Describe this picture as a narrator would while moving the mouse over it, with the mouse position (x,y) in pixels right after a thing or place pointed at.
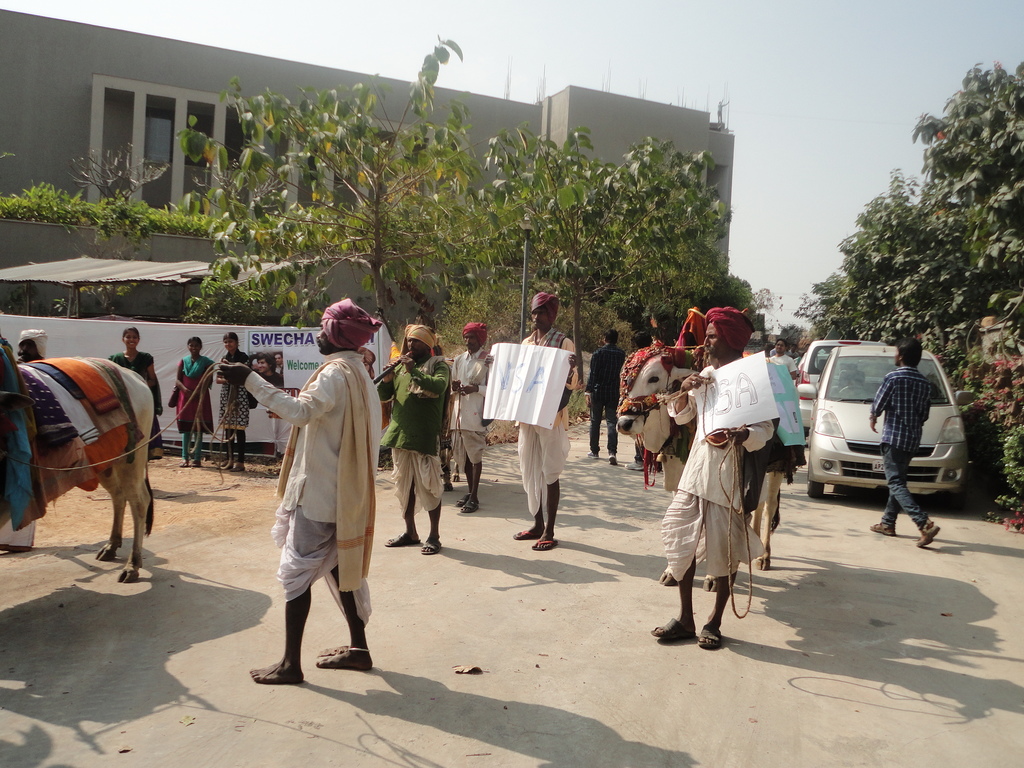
In this image people (368,487) are standing on the road (525,718). Few animals (134,479) which are decorated with the clothes (119,375) are on the road (567,517). Few people (531,506) are on the road (602,647). Few people (192,379) are standing on the land (252,458). Left side (281,365) there is a banner (259,363). Right side (850,446) there are vehicles (845,434) on the road (865,548). A person (907,436) is walking on the road (869,559). Background (1004,294) there are trees (258,155). Left side (152,128) there is a building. Top of the image (798,91) there is sky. Few people (520,436) are holding the boards (505,372) and few people (429,383) are holding the musical instruments (384,376).
